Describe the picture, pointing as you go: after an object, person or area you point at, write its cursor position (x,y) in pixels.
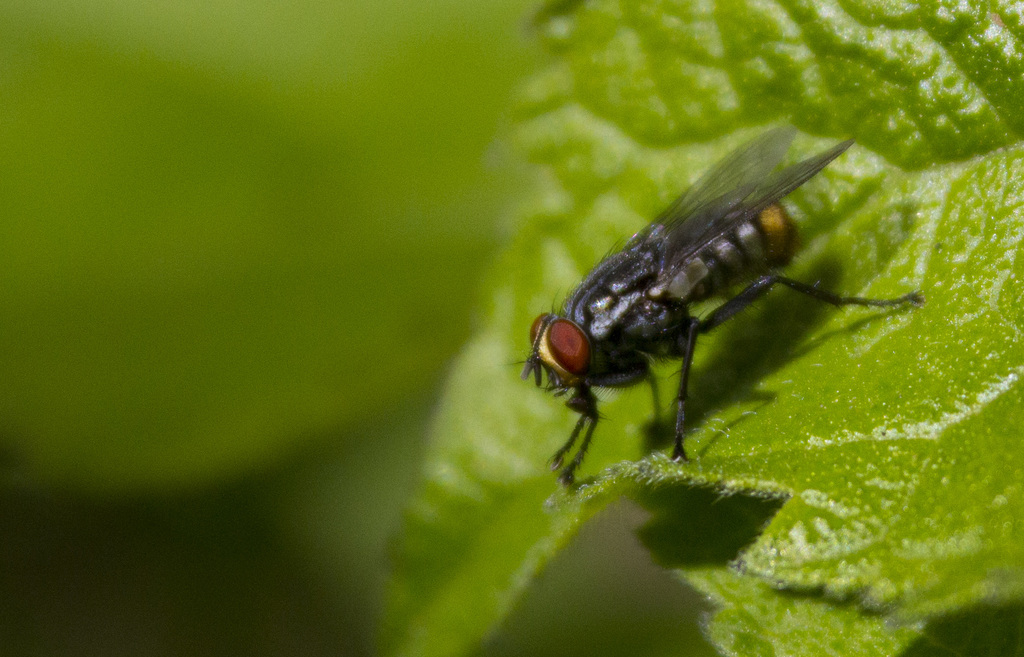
In this picture it looks like a fly (676,290) sitting on a green leaf (840,257).
